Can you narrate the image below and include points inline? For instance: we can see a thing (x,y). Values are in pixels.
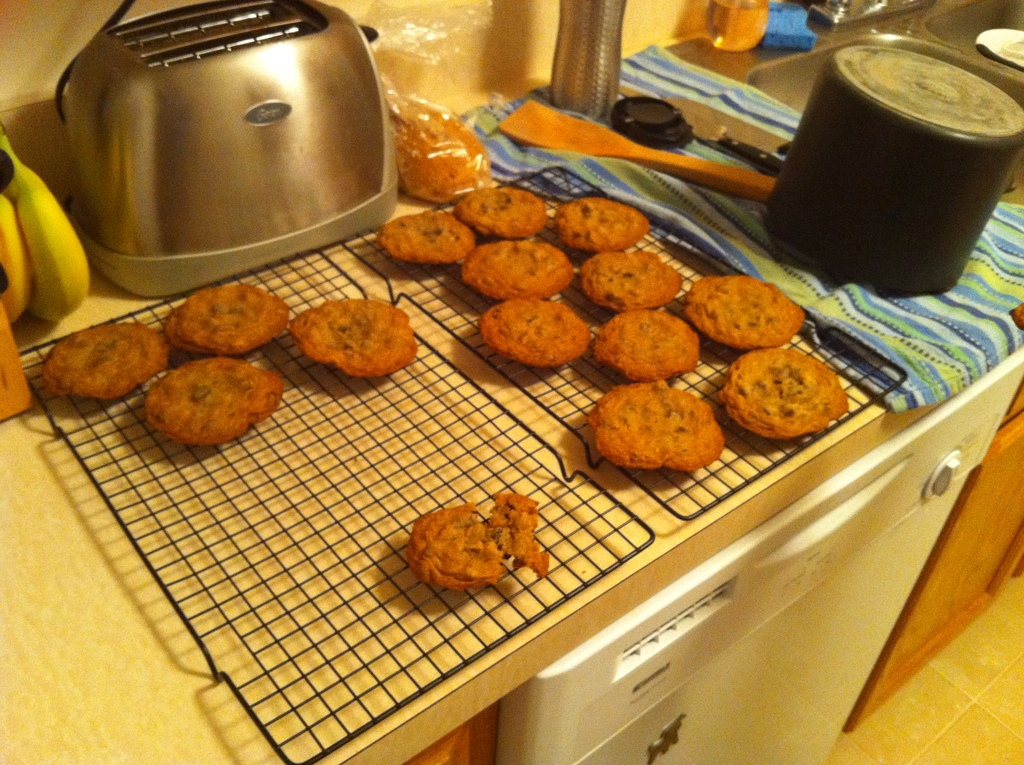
In this image we can see some baked cookies (448,519) on a grill (484,487). We can also see a toaster (240,259), bananas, a cover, spatula (730,173), bottles (732,14), container (805,229) and a sponge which are placed on the table (358,636). We can also see an electronic device (803,722) and a sink (786,75).
